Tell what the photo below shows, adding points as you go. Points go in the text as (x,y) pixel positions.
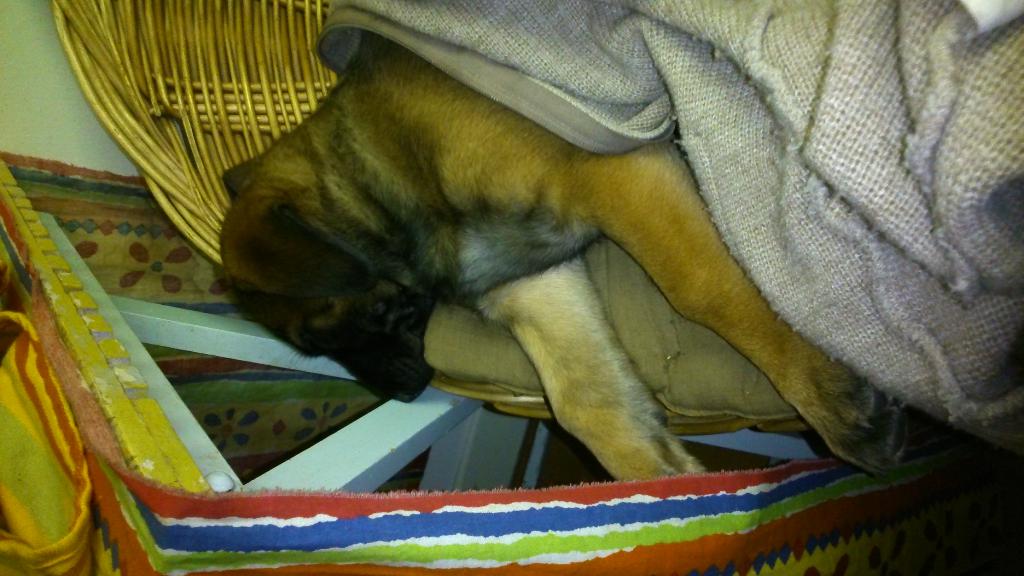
In the image there is a dog (494,267) laying in a basket (141,41) with a blanket (588,54) above it and beside it there is a table (175,448) with a cloth (430,530) on it.
